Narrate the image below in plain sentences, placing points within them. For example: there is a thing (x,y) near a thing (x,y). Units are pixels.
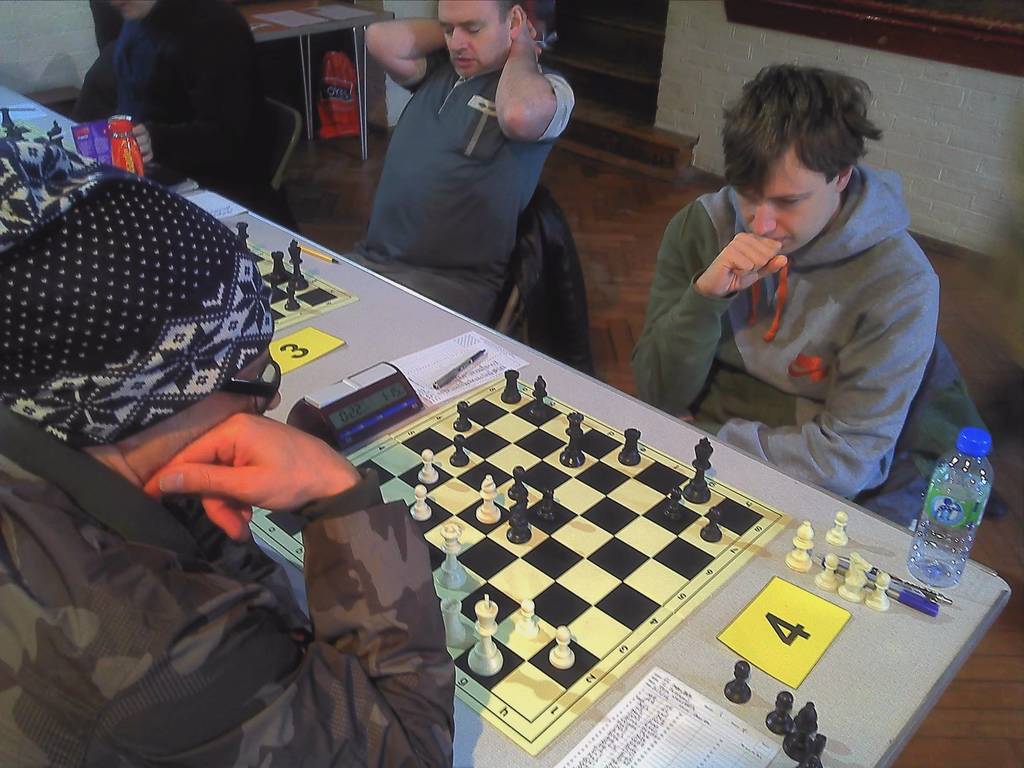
In this picture there are many people (204,145) playing chess (298,274). In the foreground of the picture (770,668) there is a table (840,712), on the table (729,603) there are chess boards (584,488), coins (779,722), numbers (762,617), paper (441,370), pens (925,590) and water bottles (955,499). In the background (943,389) there are three person (250,185) seated in chairs (565,265). On the top left (323,5) there is a table (324,25), on the table (295,29) there are papers (338,17).
